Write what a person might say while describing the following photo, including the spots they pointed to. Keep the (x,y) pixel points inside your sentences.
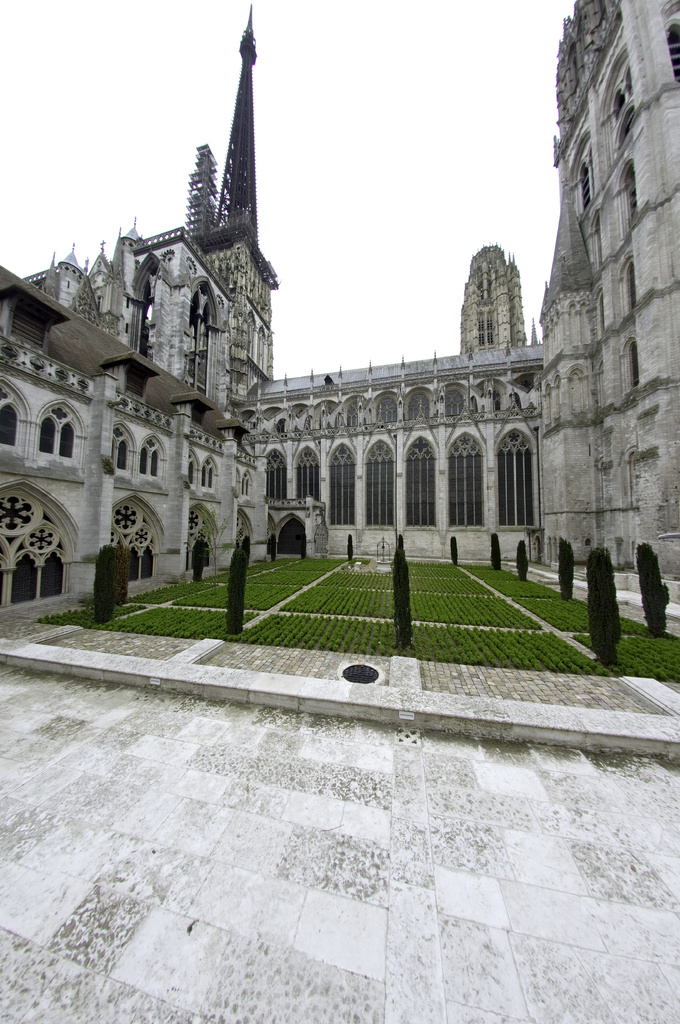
In this picture we can see few buildings (167,504), grass (356,595) and shrubs (104,594).
